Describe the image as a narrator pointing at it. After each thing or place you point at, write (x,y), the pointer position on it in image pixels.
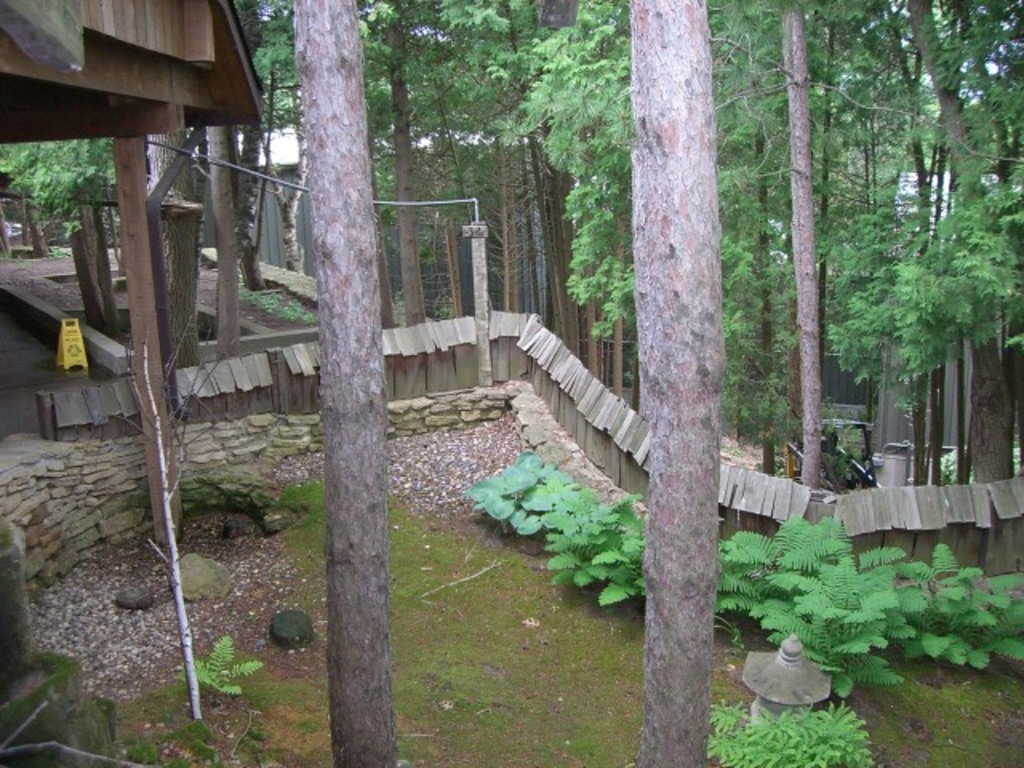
This picture consists of group of trees (770,30) and fence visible in the middle (408,264), in front of fence (974,537) I can see a pole (483,370) and plants (231,642) some stones (300,618) and a vehicle (830,425) visible back side of fence (833,501), and a house (845,392) visible in the middle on the left side (10,196) I can see wooden shelter (98,122) and yellow color stand (77,361) kept on floor (16,398).
